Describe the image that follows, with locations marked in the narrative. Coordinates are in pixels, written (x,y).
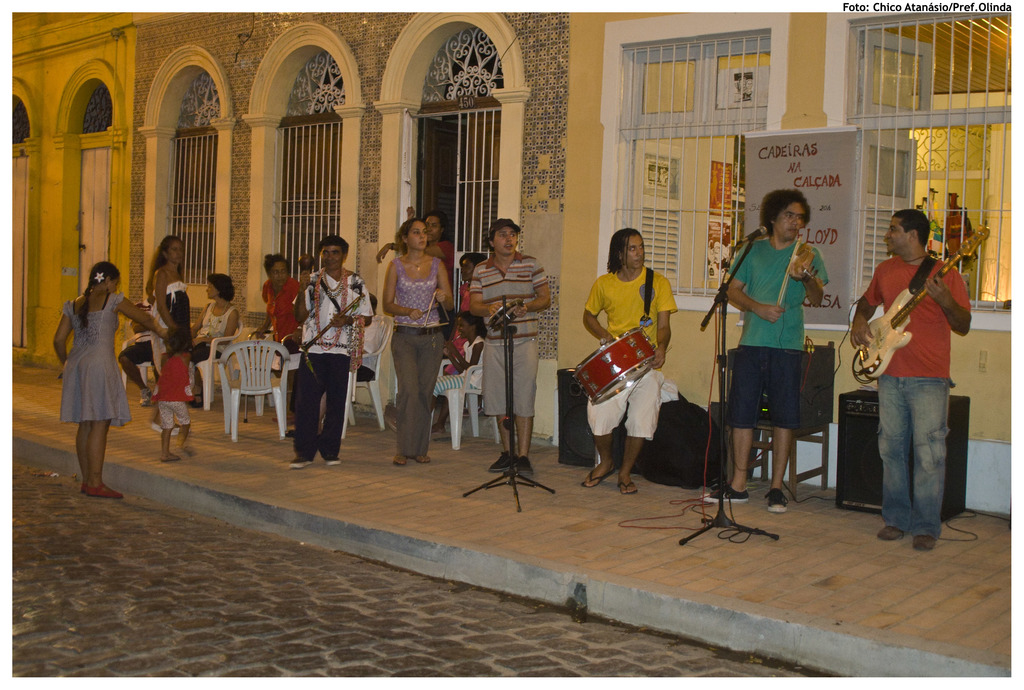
The picture is taken on the streets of a city (472,540). In the foreground of the picture (423,494) there is a footpath (590,490), on the footpath (212,474) there are chairs (245,360), speakers (563,443), microphones (511,338), people (202,337) and band (896,295) performing, behind them there are buildings (540,181), doors (442,163) and windows (204,185). On the right (842,155) there is a board (833,201).
